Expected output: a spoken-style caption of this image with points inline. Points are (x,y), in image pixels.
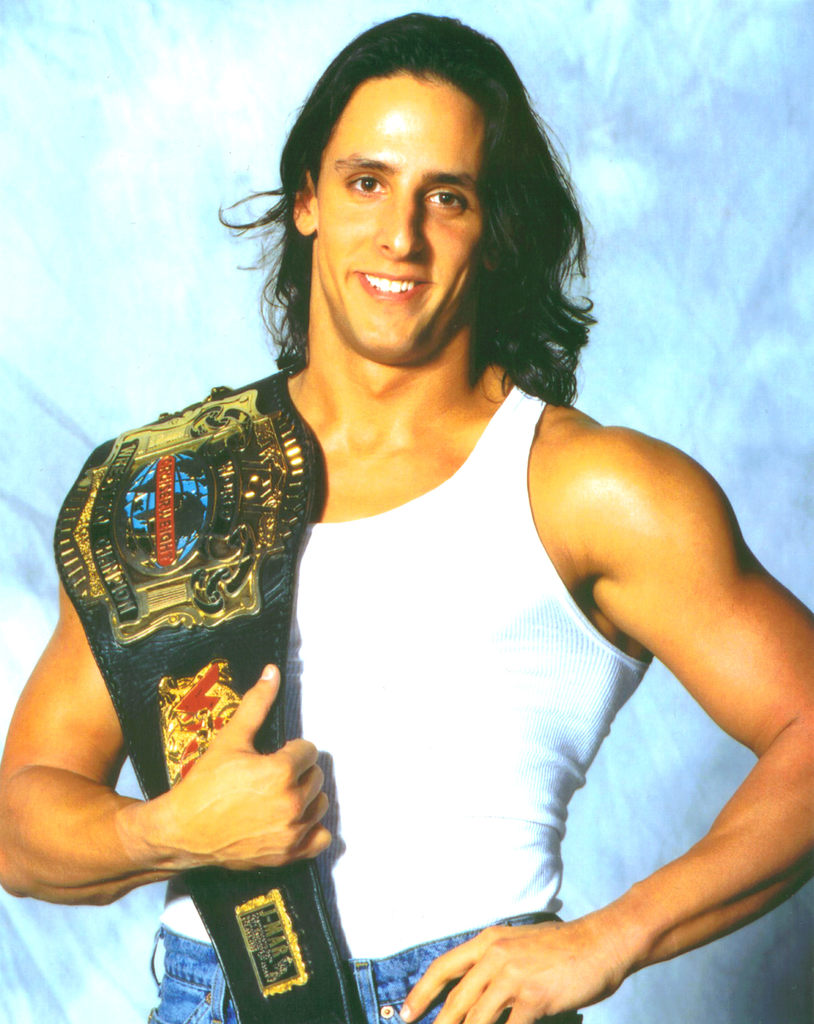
In this image in the center (370,576) there is one person (210,813) who is holding a wrestling belt (189,665) and smiling, and there is a light blue background (197,221).
